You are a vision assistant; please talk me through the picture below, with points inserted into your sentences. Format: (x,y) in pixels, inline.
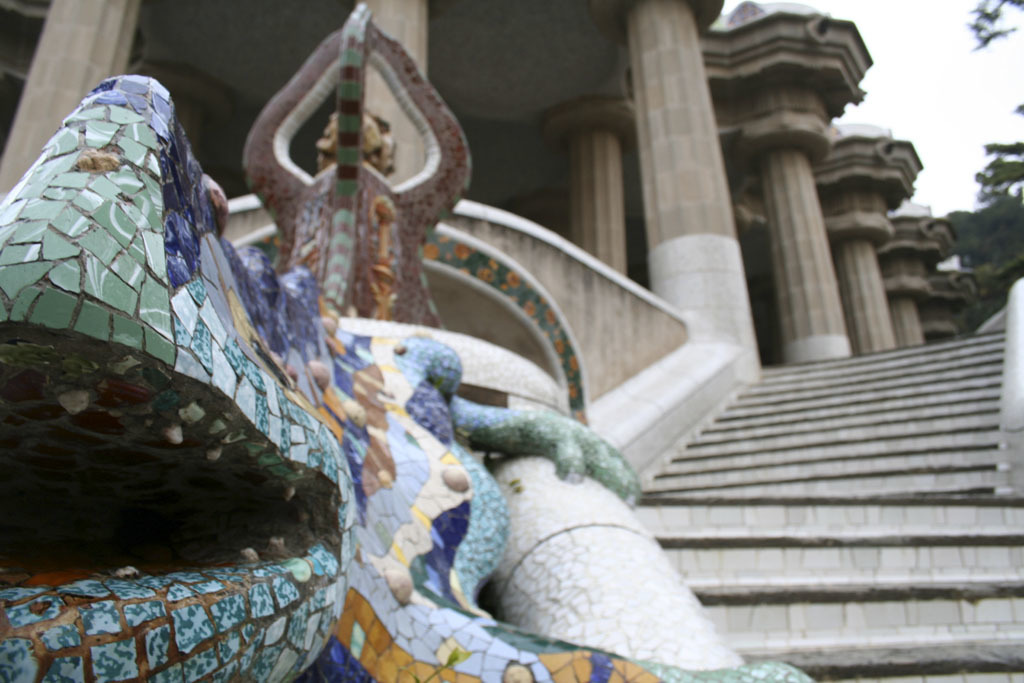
On the left side of this image (129,454) there is a statue (288,352) and there are few colorful marbles (235,626) are attached to this. On the right side (825,503) there are stairs (792,560). In the background (558,193) there is a building (667,198) along with the pillars (700,231). At the top of the image (916,78) I can see the sky (932,101).
